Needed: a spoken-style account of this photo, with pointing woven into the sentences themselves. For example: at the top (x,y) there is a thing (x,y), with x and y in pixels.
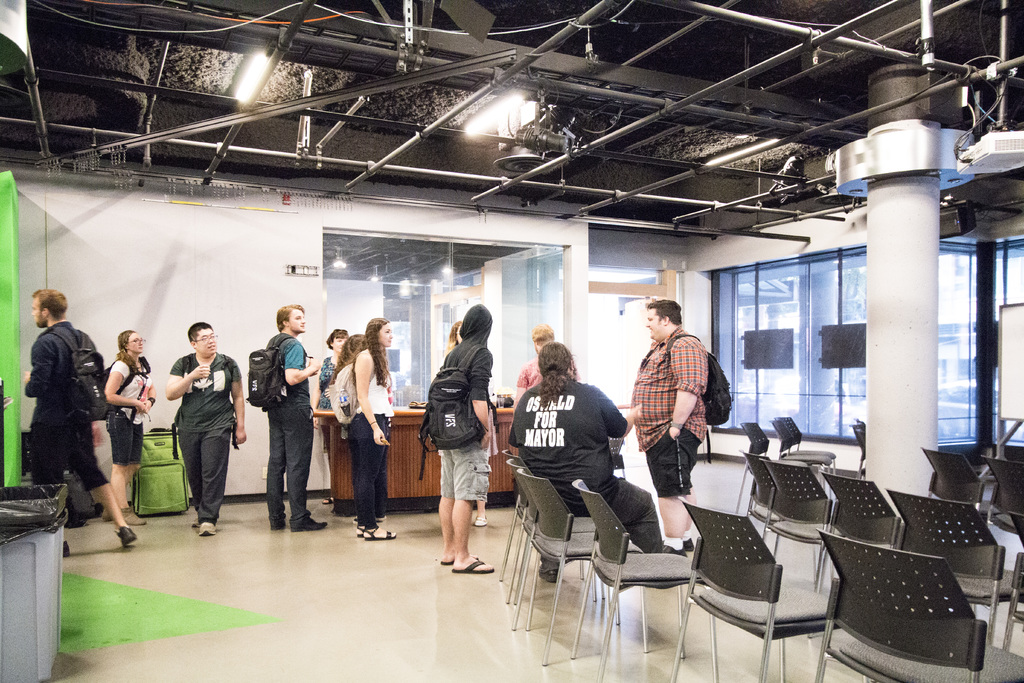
This picture describes about group of people (583,476) few are seated on the chair (599,516) and few are standing, and few people (294,368) are wearing backpacks (91,392), in the left side of the given image we can find a dustbin (25,572), on top of them we can see couple of metal rods (556,160) and lights (551,140).
